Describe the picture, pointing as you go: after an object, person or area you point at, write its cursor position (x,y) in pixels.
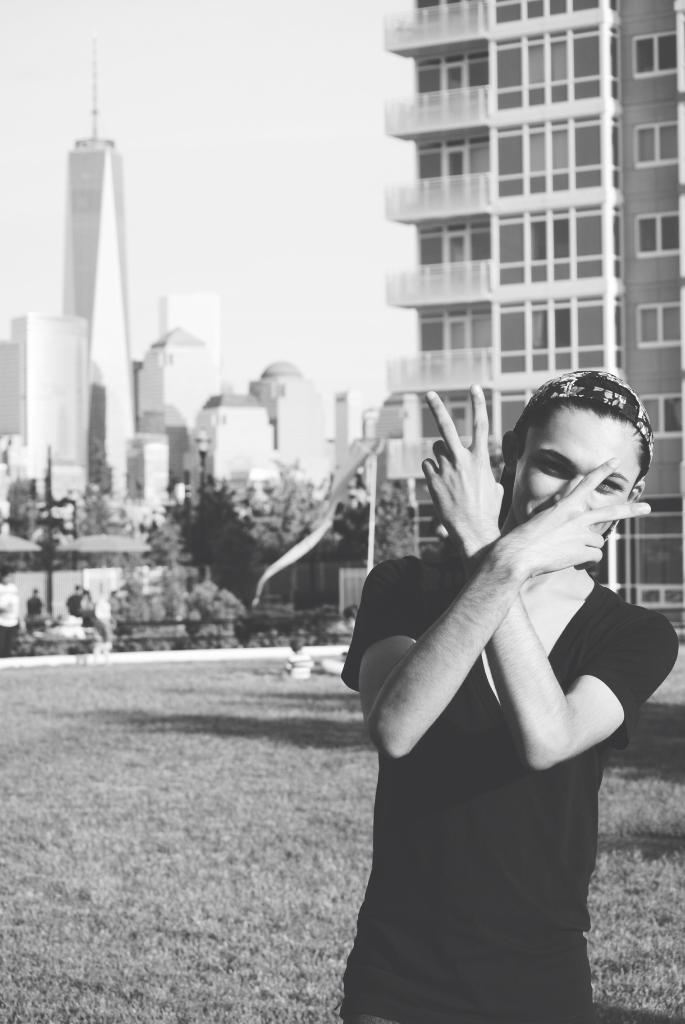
In this picture we can observe a person (453,628) standing on the ground (239,868) wearing a cap (586,393) on his head (567,432). In the background (430,281) there is a building (484,96) and trees (241,531). We can observe some buildings (89,422) and sky (234,155) here.
